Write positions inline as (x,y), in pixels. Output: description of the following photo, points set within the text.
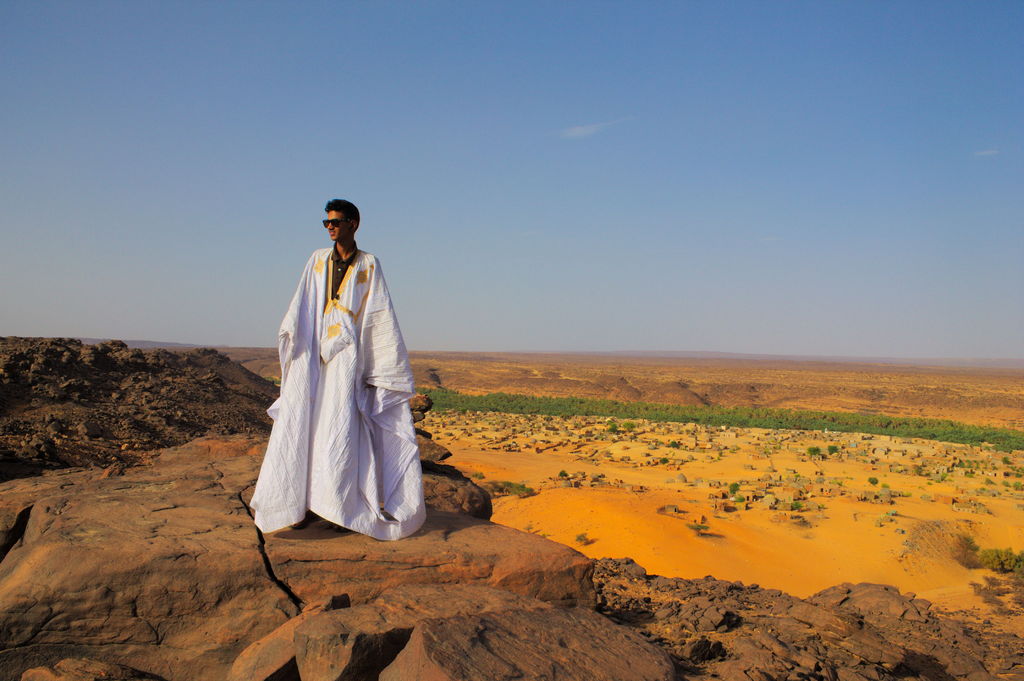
In this picture we can see a person (348,210) wearing a white dress (410,450) and standing on the rock (483,560) surrounded by sand (681,568) and small plants (711,419). The sky (660,251) is blue.
